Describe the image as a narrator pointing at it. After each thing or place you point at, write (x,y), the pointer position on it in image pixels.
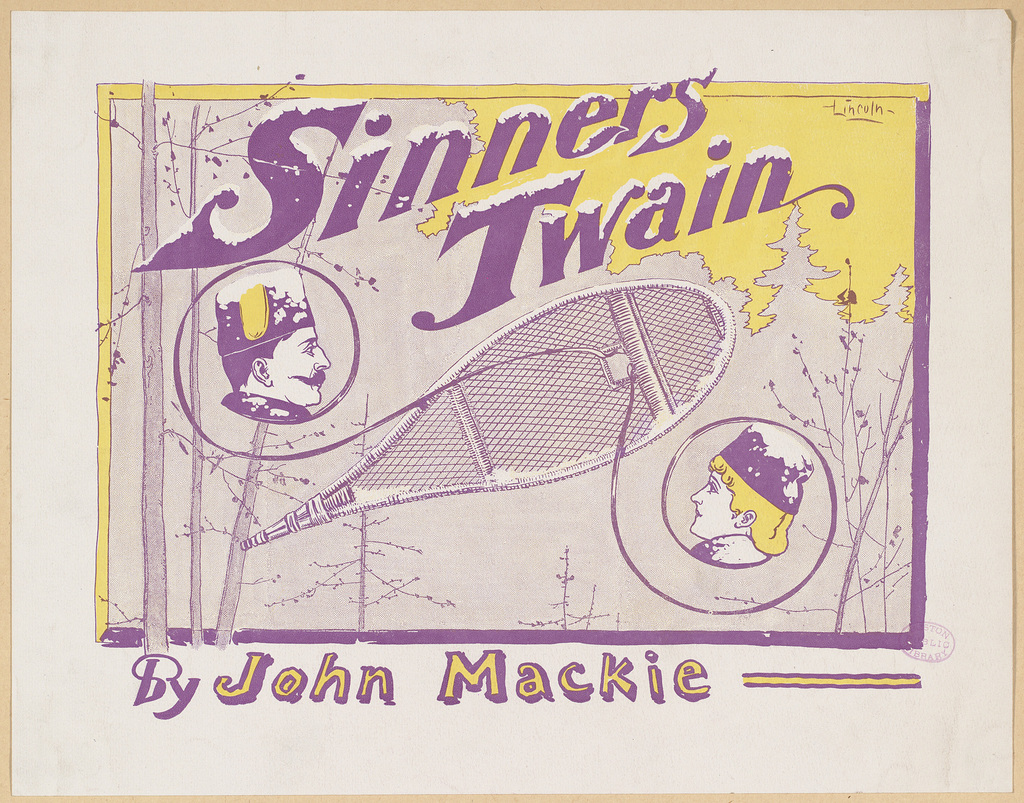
In the image we can see a paper (384,408), on the paper (458,316) we can see pictures (689,502) of two people (740,482), snowshoe (582,405), trees (253,474) and text (572,200).
